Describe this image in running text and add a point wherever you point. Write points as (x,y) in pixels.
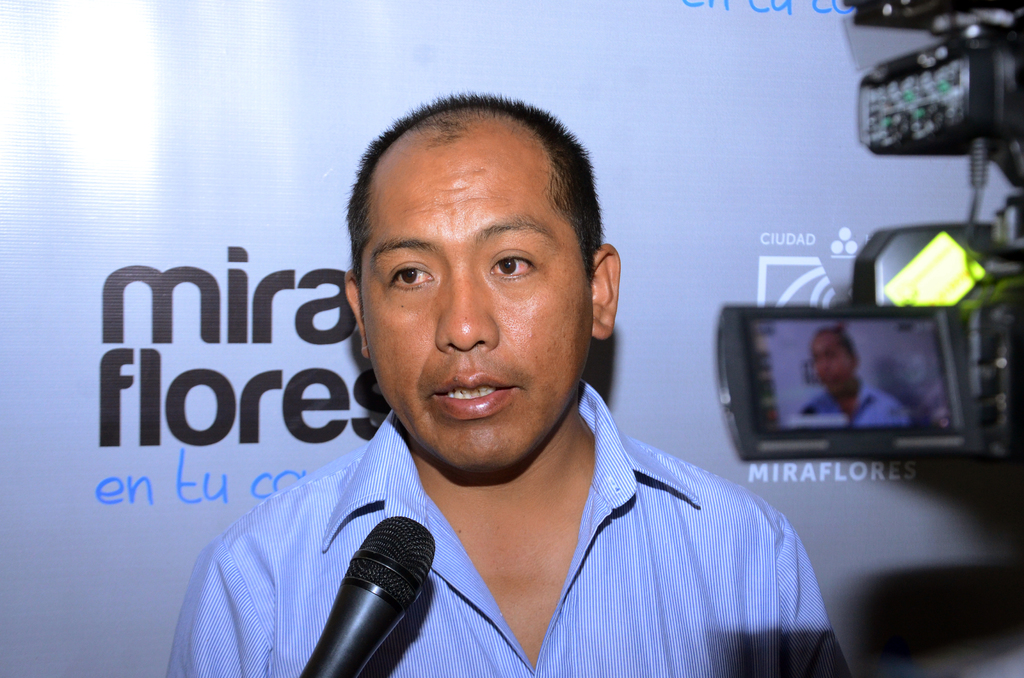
In this image we can see a person (498,476), there is a mic (370,590) in front of the person (437,586) and a camera (926,338) on the right side (982,292) and there is a banner (305,154) with text (236,308) in the background (743,266).
